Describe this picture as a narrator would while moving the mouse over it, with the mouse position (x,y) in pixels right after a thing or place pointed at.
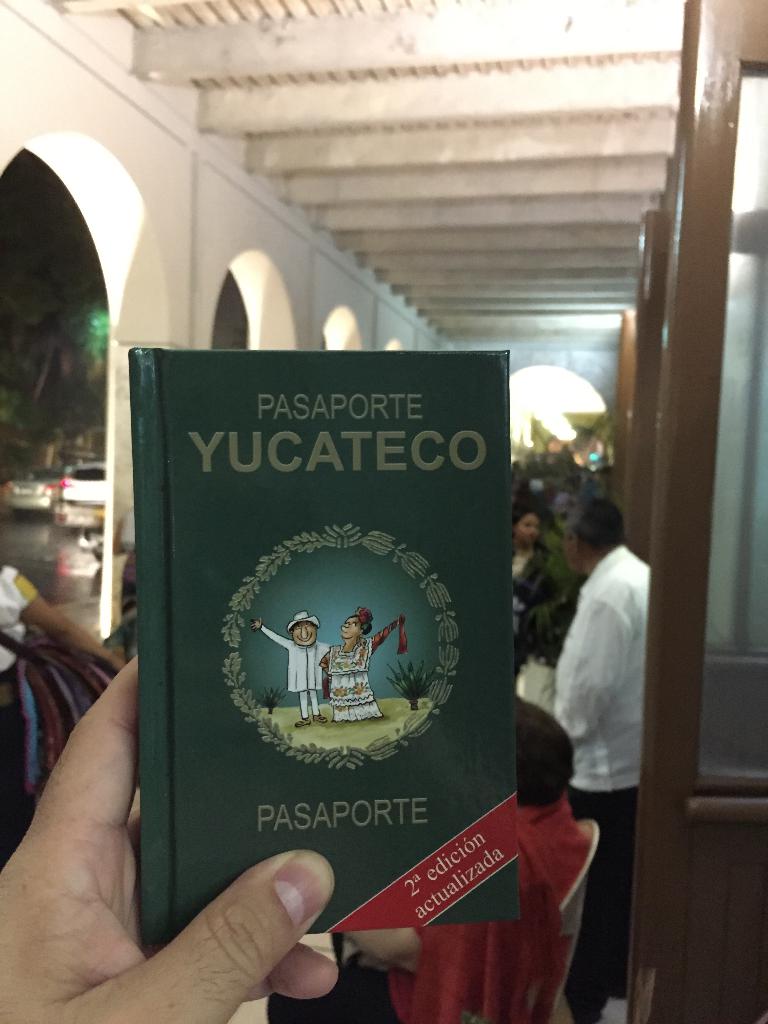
In this image, we can see a person (127,690) holding a book (315,570) and in the background (571,798), there are some other people (517,524) and one of them is sitting on the chair (581,878) and we can see doors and there are some vehicles (67,473) on the road (36,530). At the top (321,80), there is a roof (588,220).
